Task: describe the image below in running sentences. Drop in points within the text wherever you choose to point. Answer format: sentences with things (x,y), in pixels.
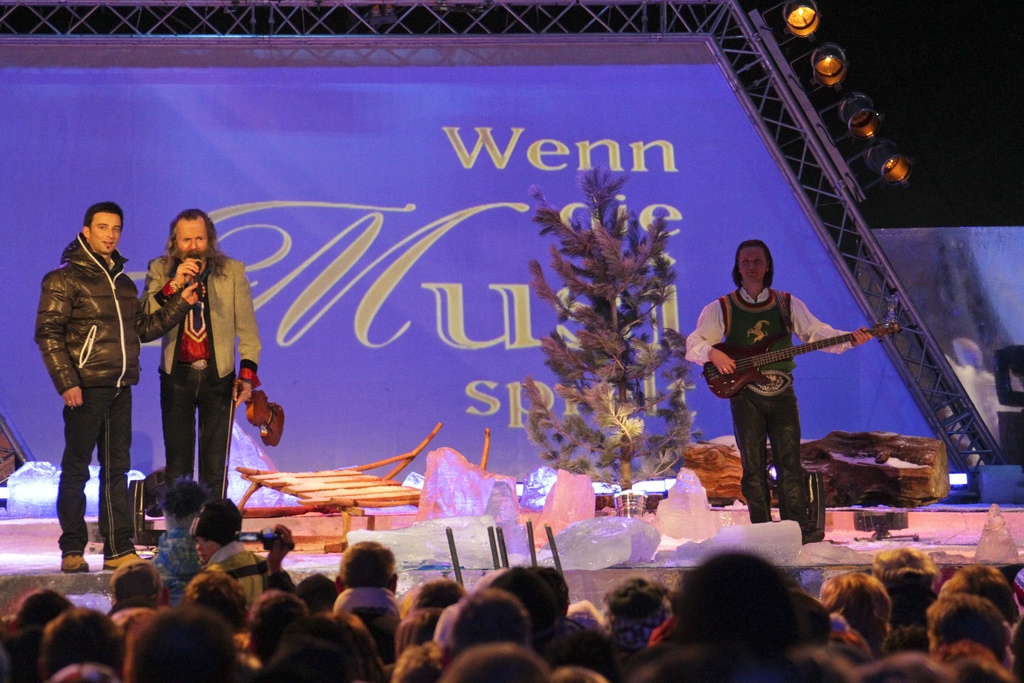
In this image i can see there are two persons (174,375) standing on the left side (186,220) and a person (745,303) holding a guitar (803,353) on the right side (724,395) and beside that person (749,399) I can see plants (599,319) and ice cubes (629,521) kept on the stage (41,568) in the middle (645,449) and I can see person head (417,649) visible at the bottom (501,649) and I can see the blue color hoarding board (608,133) visible at the top (552,157).
